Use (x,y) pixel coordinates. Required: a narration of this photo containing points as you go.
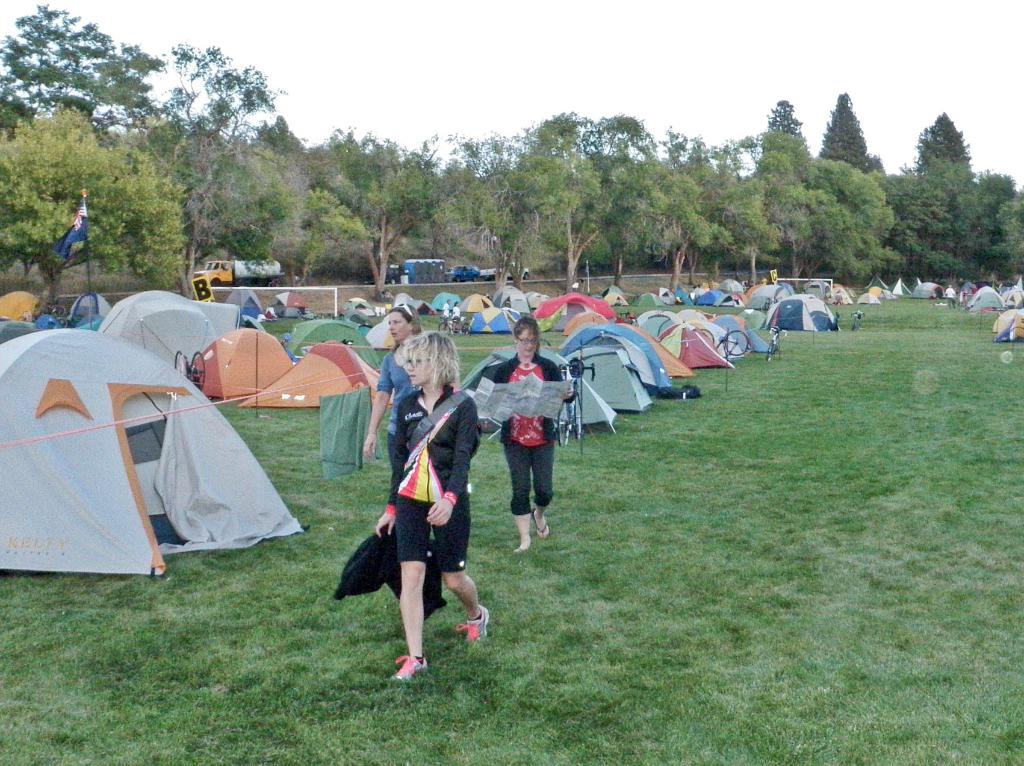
In this image we can see group of people (466,490) standing on ground (582,550). One women (452,566) wearing a bag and holding a black cloth (380,563) in her hand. In the background (602,379) we can see group of tents (645,358), bicycle (724,342), group of trees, vehicles (466,280) and the sky (647,92).
